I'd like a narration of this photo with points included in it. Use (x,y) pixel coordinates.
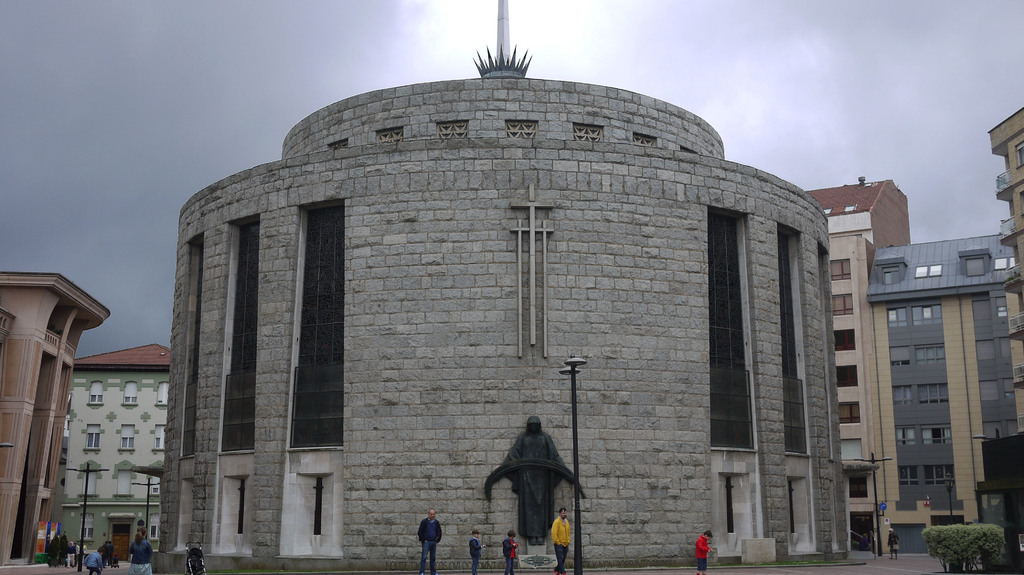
In this image, we can see persons (71,554) and poles (879,531) in front of buildings (449,442). There is a plant (981,537) in the bottom right of the image (978,545). There is a sky (711,67) at the top of the image (413,62).
